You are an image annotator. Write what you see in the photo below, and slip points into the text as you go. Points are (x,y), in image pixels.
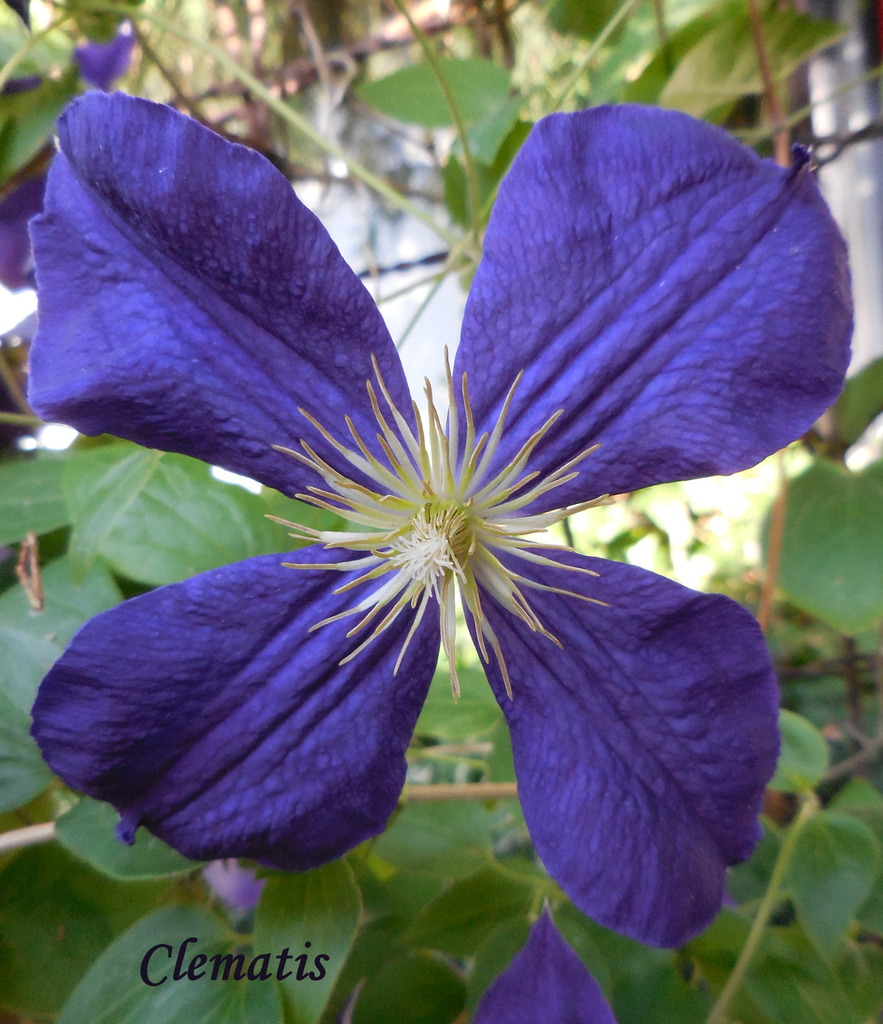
In this picture, we can see flowers (409,648), plants (471,745), wall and the blurred background (190,12), and we can see some text (256,948) in the bottom side of the picture (221,964).
